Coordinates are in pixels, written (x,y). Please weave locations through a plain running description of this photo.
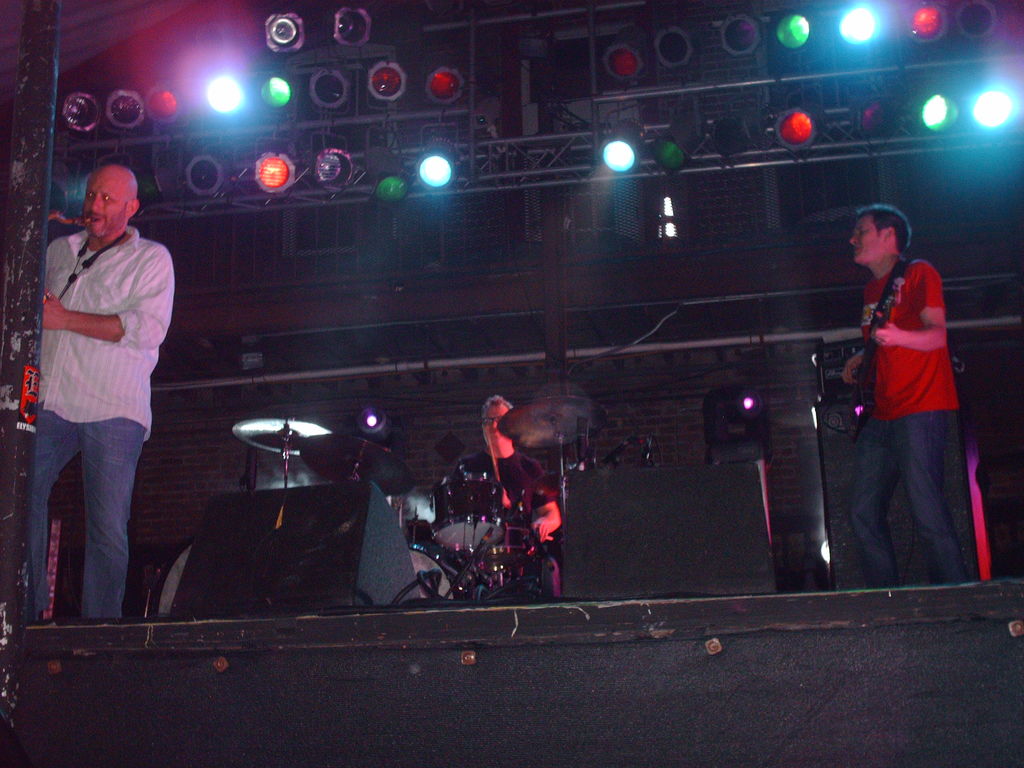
In this image we can see few people (888,390) playing musical instruments (445,491) on the stage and there are few lights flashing from the roof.
